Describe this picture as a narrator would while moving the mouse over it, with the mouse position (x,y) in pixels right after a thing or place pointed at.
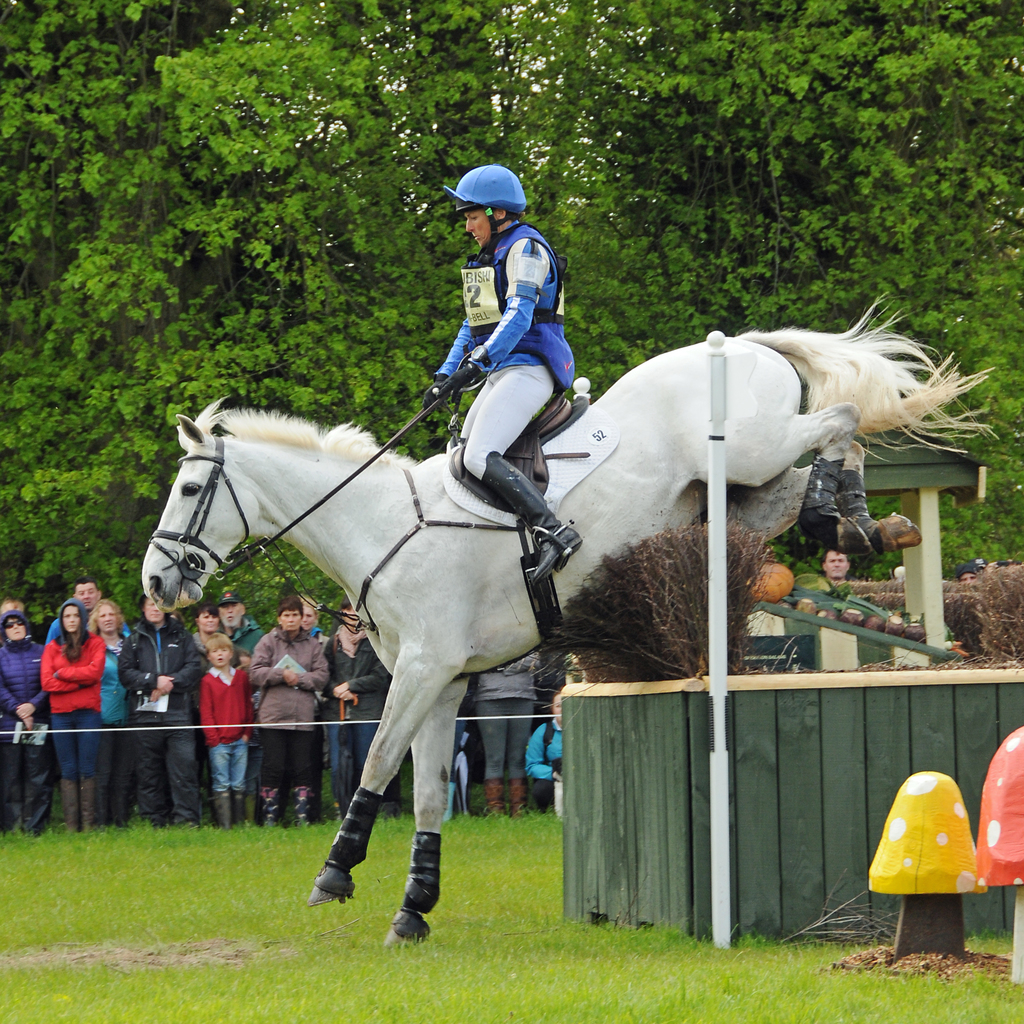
In this picture I can see a person (497,456) riding the horse (513,582). I can see green grass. I can see spectators (338,674). I can see trees (402,426) in the background (452,183).
